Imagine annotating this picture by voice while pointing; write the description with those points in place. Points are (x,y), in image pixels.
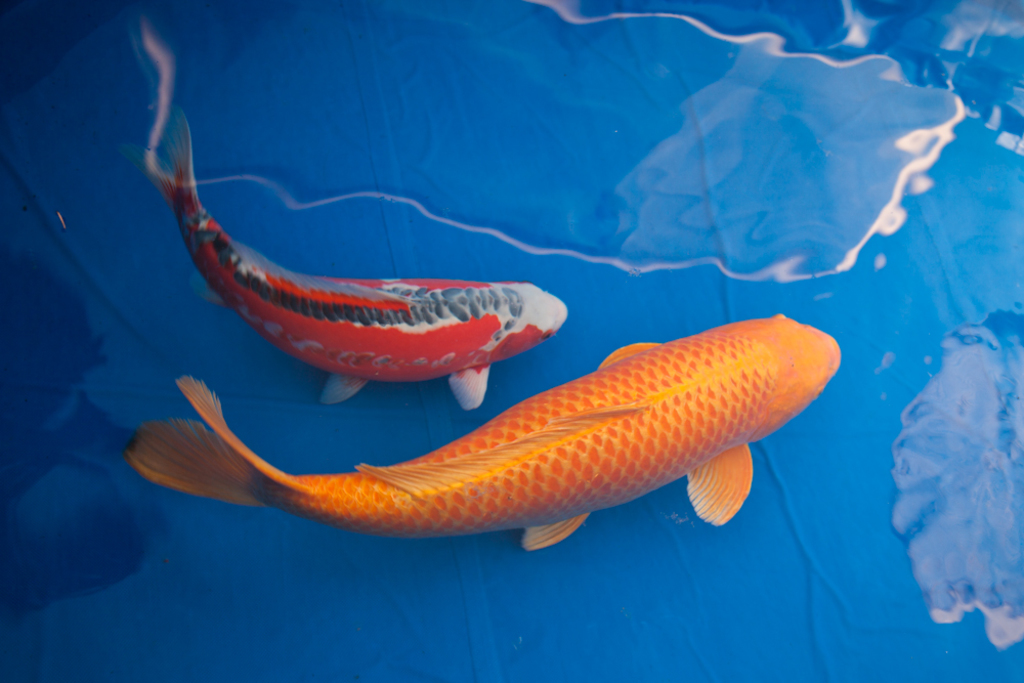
In this image I can see two fishes (513,439) in water (382,454) with the blue color background (420,239).
